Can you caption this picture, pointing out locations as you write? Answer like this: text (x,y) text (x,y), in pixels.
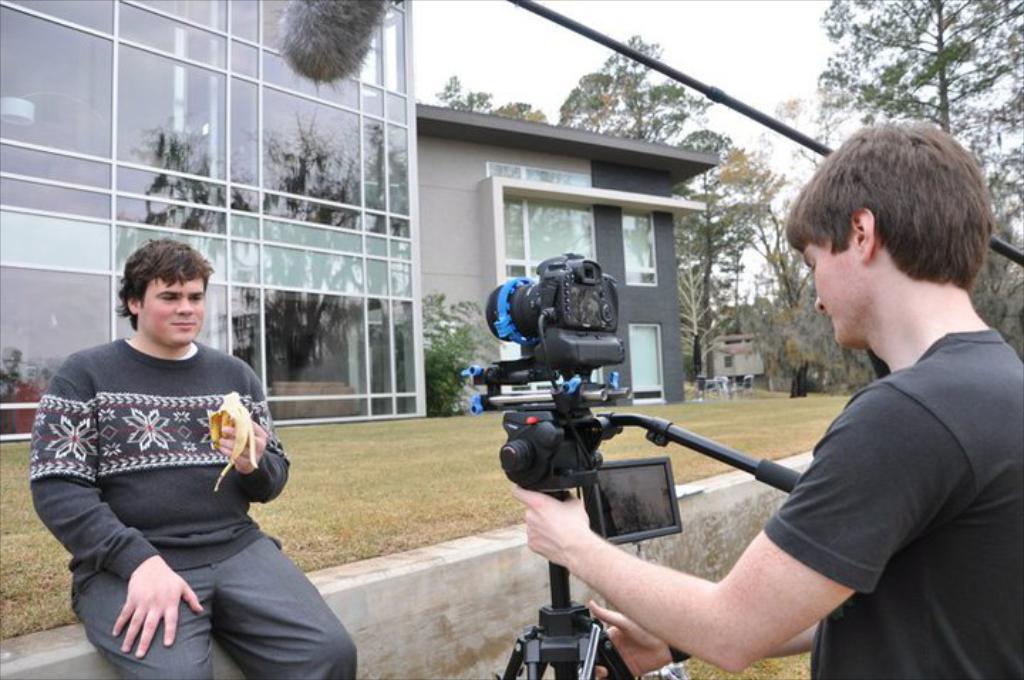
This picture is clicked outside. On the right (935,235) there is a person (886,397) standing and holding a metal stand (570,428) and we can see the camera (593,279) is attached to that stand (570,624). On the left (165,439) there is a person (169,356) wearing sweater (208,411), holding a banana (215,486) and sitting. In the background (446,10) we can see the sky (460,22), metal rods (526,6), trees (607,69), buildings (718,370), green grass (695,409) and some other objects (728,387).
